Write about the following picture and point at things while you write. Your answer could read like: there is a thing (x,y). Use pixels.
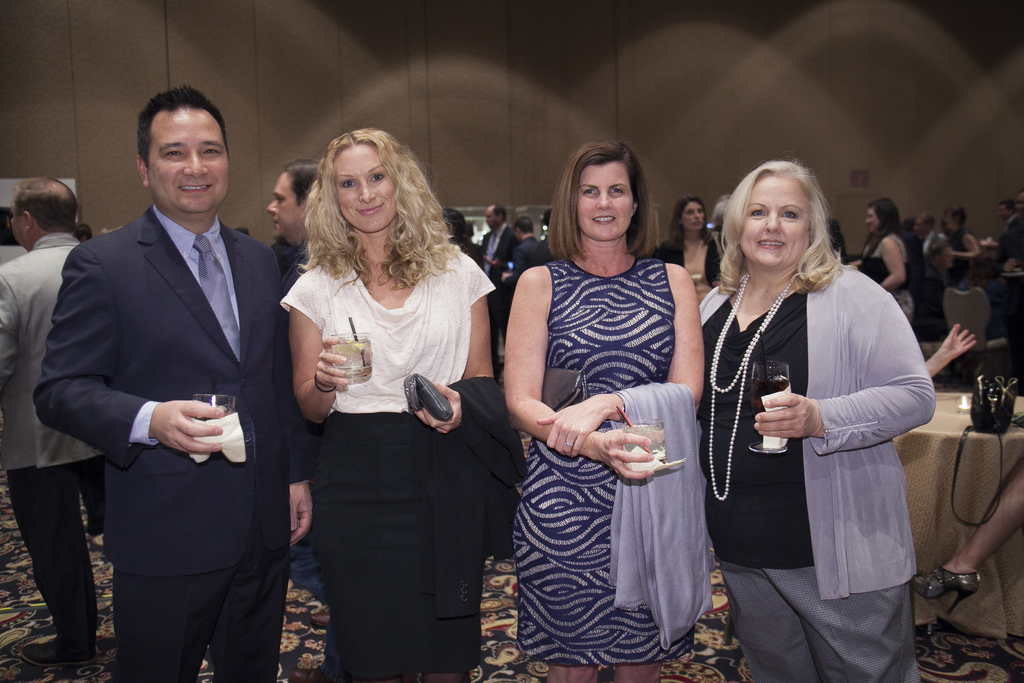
In the center of the image (484,417) we can see group of persons (519,374) standing. On the right side of the image (944,450) there is a table (937,479) and handbag (977,418) placed on it. In the background (96,155) there are group of persons (926,236) and wall (487,133).
